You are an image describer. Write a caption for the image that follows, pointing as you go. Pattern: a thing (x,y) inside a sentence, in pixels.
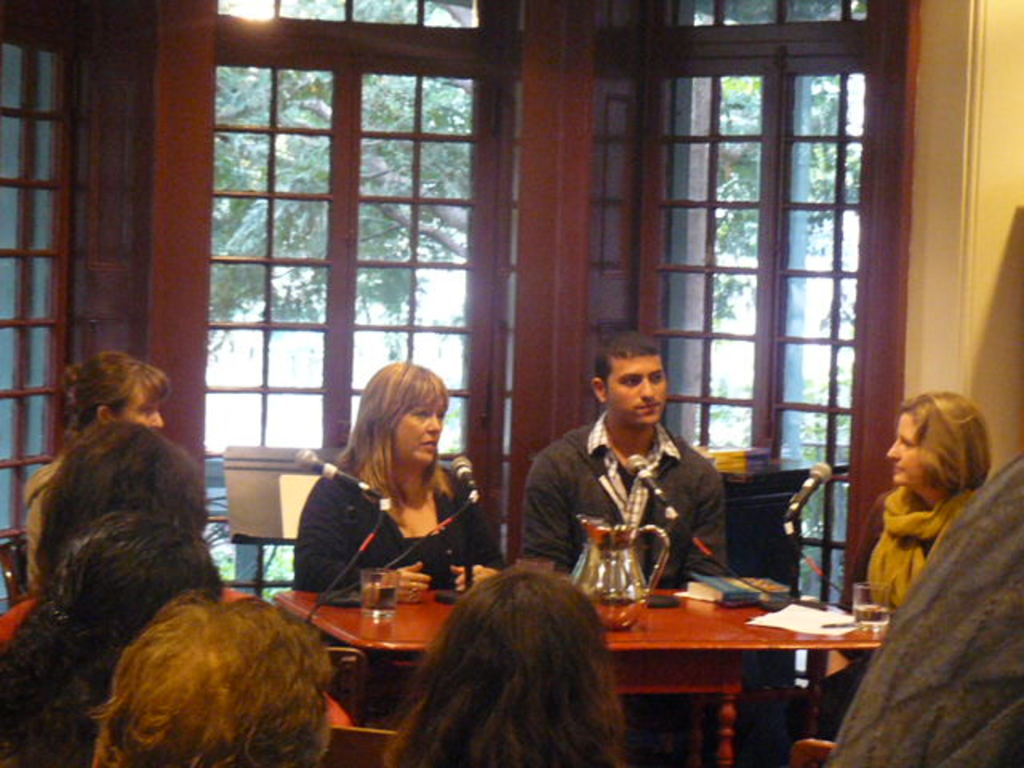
In This picture there are people (979,431) in the center of the image (645,380), they are sitting around a table (412,643), there are glasses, books (734,591), and mics (472,519) and there are windows (642,227) in the center of the image (452,317).
